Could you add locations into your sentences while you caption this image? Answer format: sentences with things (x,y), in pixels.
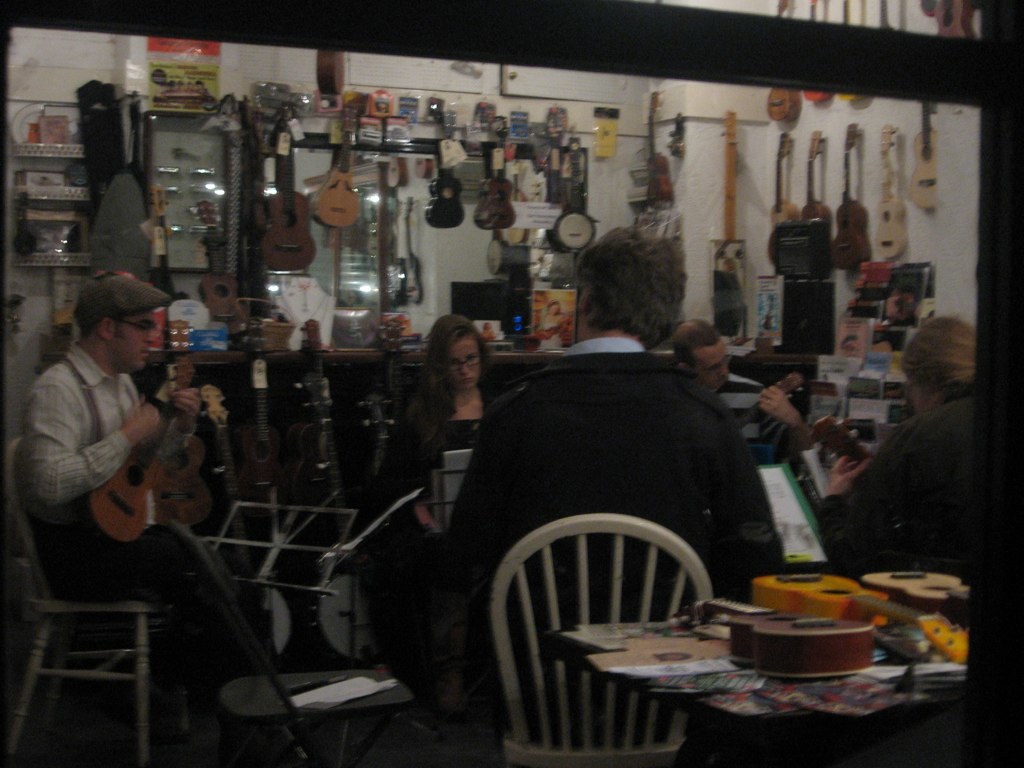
In this image I see few people (586,311), in which these 3 (918,377) are holding the musical instruments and all of them are sitting on chairs (28,518). In the background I see lot of musical instruments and over here I see a table (724,718) on which there are 3 guitars (808,586).
